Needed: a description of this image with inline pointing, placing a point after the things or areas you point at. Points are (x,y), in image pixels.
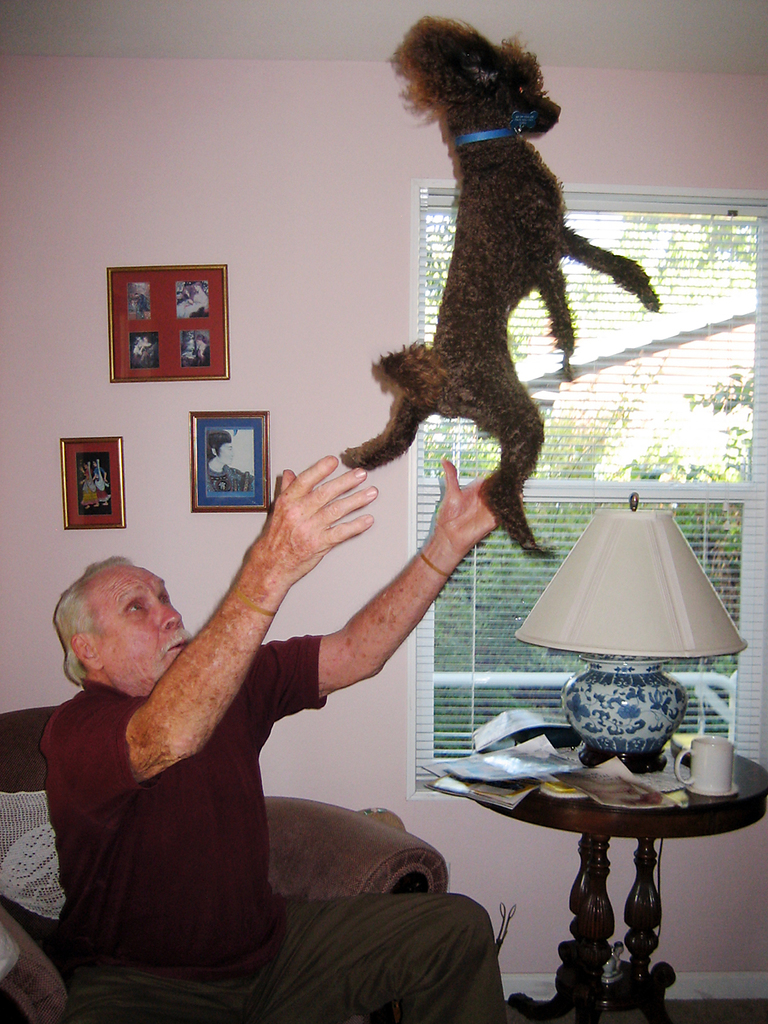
In the picture we can see a old man (384,632) sitting on a seat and a dog (409,383) which flies up, in the background (71,333) we can see a round table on it we can see a lamp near the window (707,208), just beside the window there is a wall (83,325) and photo frames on it.
